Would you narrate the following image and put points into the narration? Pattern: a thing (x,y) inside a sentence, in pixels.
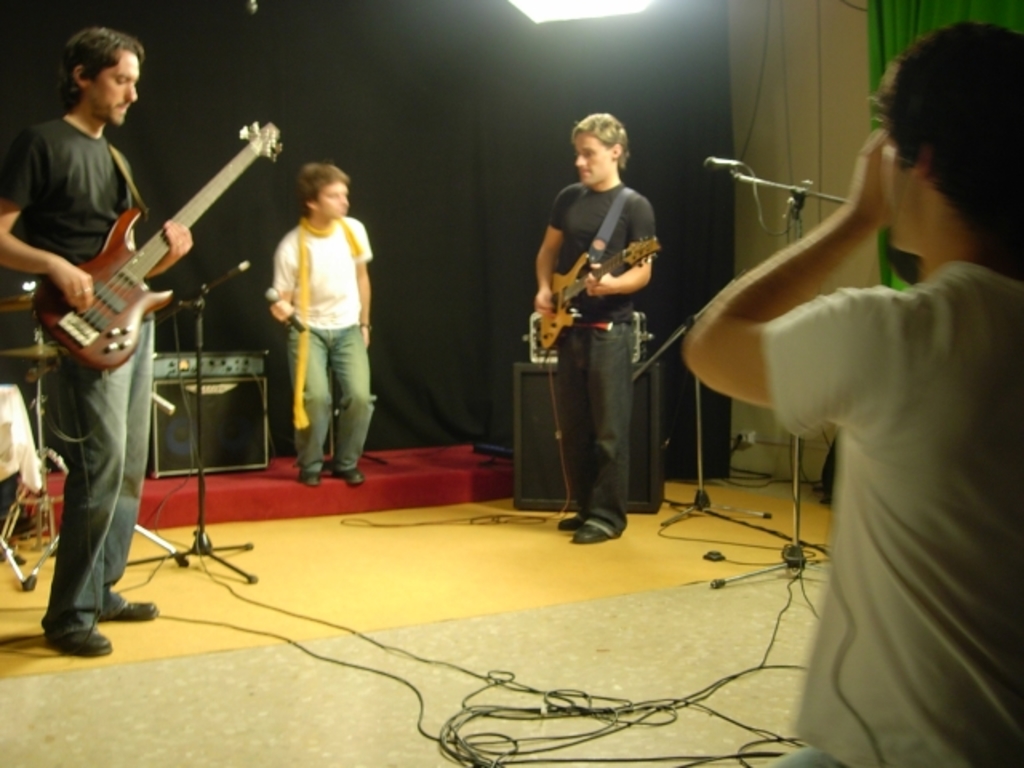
It is a music show there are four people (830,656) in the picture, two of them (100,451) are playing guitar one person (351,477) is singing a song, in the background (510,405) there are some music systems (231,350) and a black color curtain (377,123).
